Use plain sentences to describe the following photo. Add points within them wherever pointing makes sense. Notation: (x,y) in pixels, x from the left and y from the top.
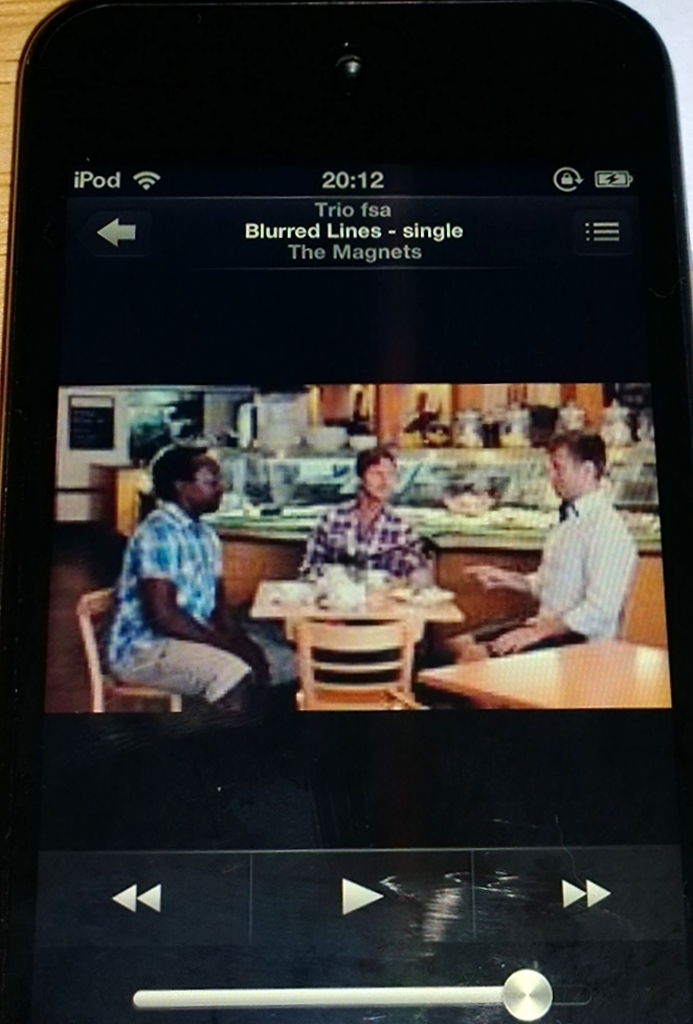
This picture looking like a screenshot. In this screenshot we can see three persons (525,645) sitting on the chair (396,629). We can see table (305,584).
